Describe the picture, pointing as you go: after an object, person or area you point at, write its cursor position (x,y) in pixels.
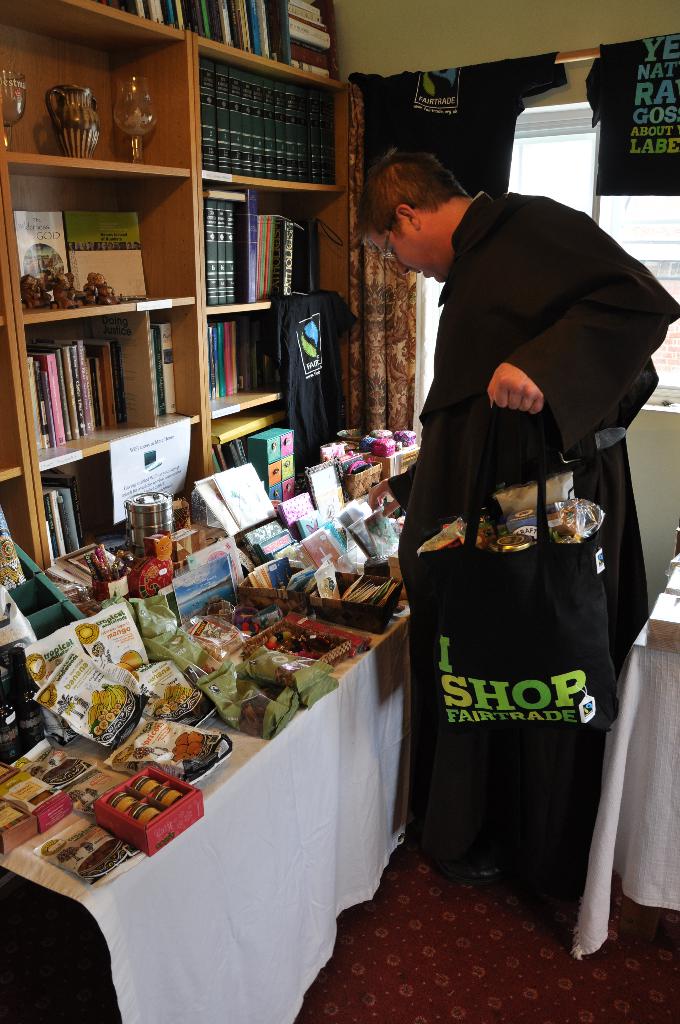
In this image I can see a person (548,307) wearing black colored dress (554,311) is holding a black colored bag (513,606) in his hands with few objects (514,514) in it. I can see a table (278,832) in front of him and on the table (240,902) I can see few objects (154,605). I can see a shelf (203,234) with few books (127,254) and objects (139,121) in it, the wall (523,30), the window (419,347) and the curtain (399,324).
